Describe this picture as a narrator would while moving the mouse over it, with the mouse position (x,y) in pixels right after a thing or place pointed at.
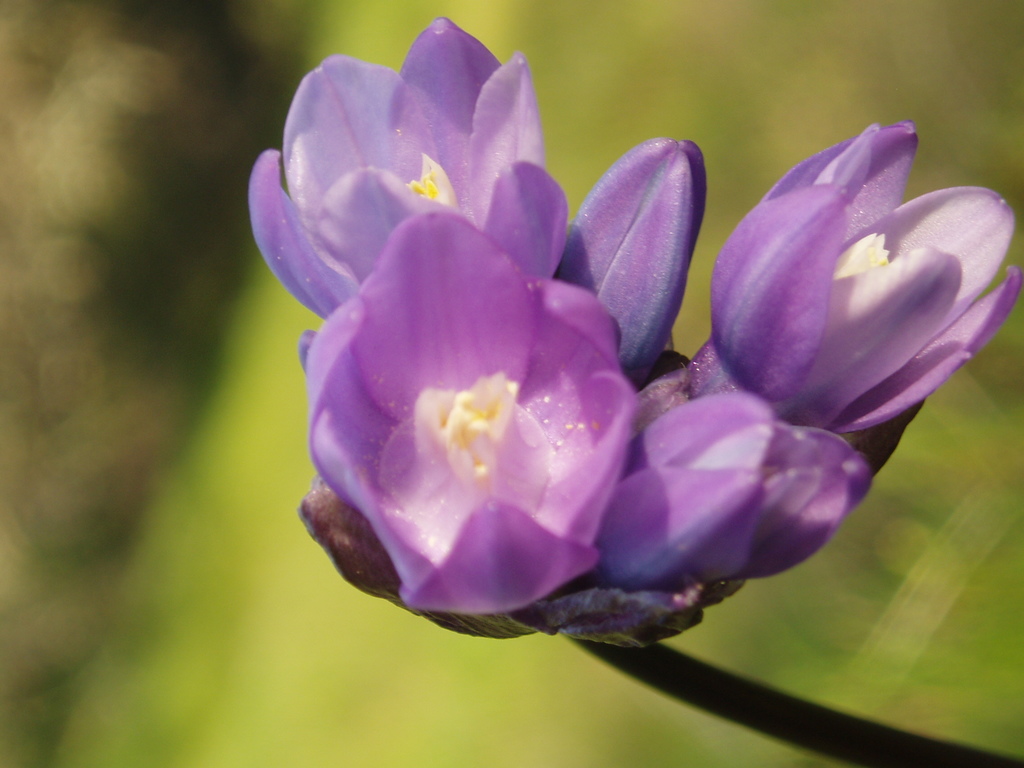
In this picture I can see flowers (668,411), and there is blur background (606,82).
